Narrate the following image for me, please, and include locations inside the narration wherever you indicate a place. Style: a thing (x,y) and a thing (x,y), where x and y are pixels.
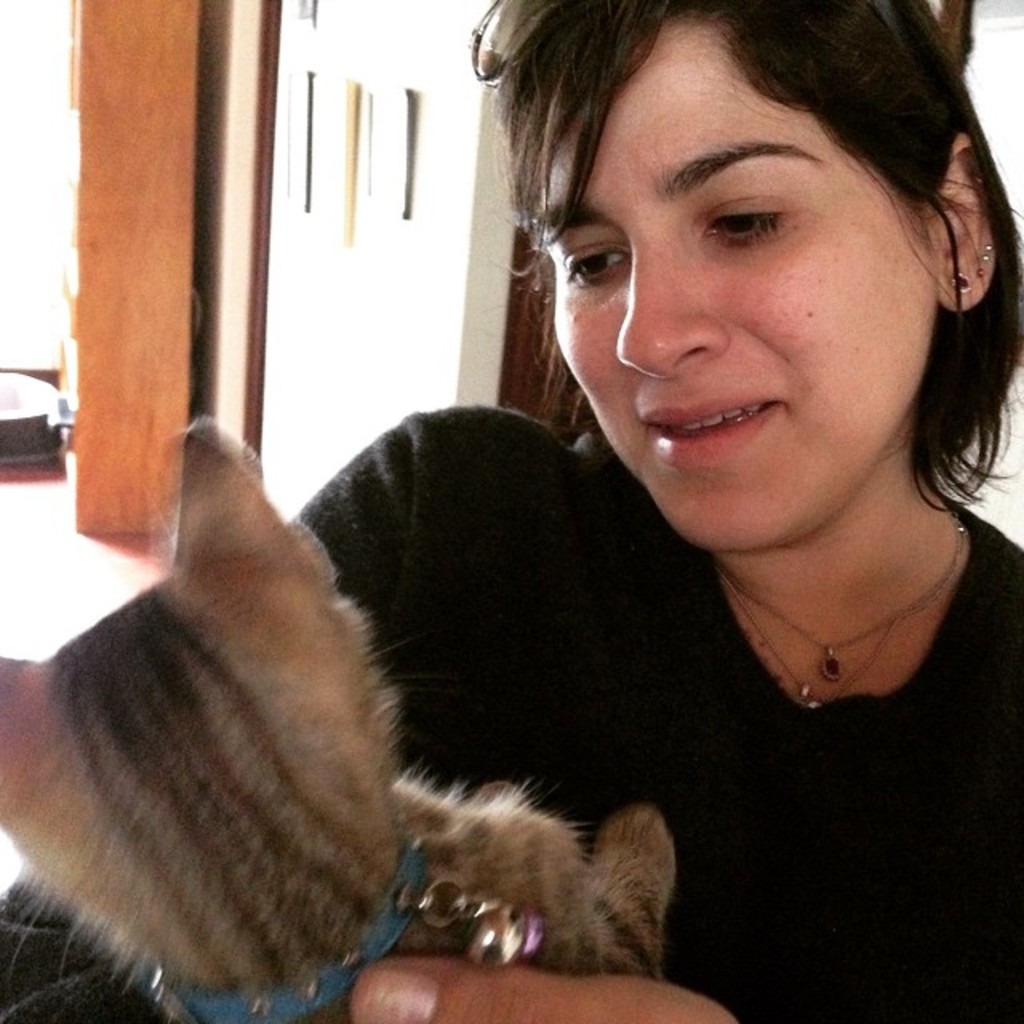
In this picture I can see there is a person (582,354) sitting and holding a cat (336,602). She is looking at the cat (185,696) and in the backdrop (86,507) there is a door (519,278) and a wall (241,351).
